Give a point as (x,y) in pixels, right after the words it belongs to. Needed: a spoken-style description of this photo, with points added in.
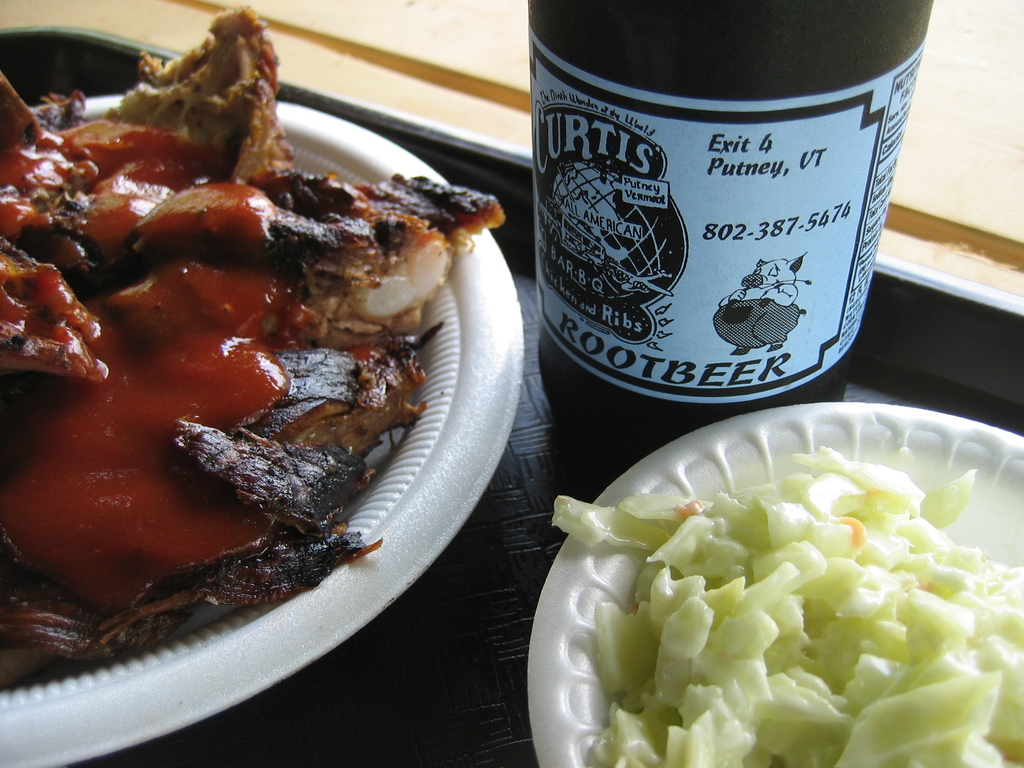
In this image we can see some food items (226,473) which are in two plates (404,525) which are of white color and there is root beer bottle (677,235) which is in tray (493,534) which is of black color.
